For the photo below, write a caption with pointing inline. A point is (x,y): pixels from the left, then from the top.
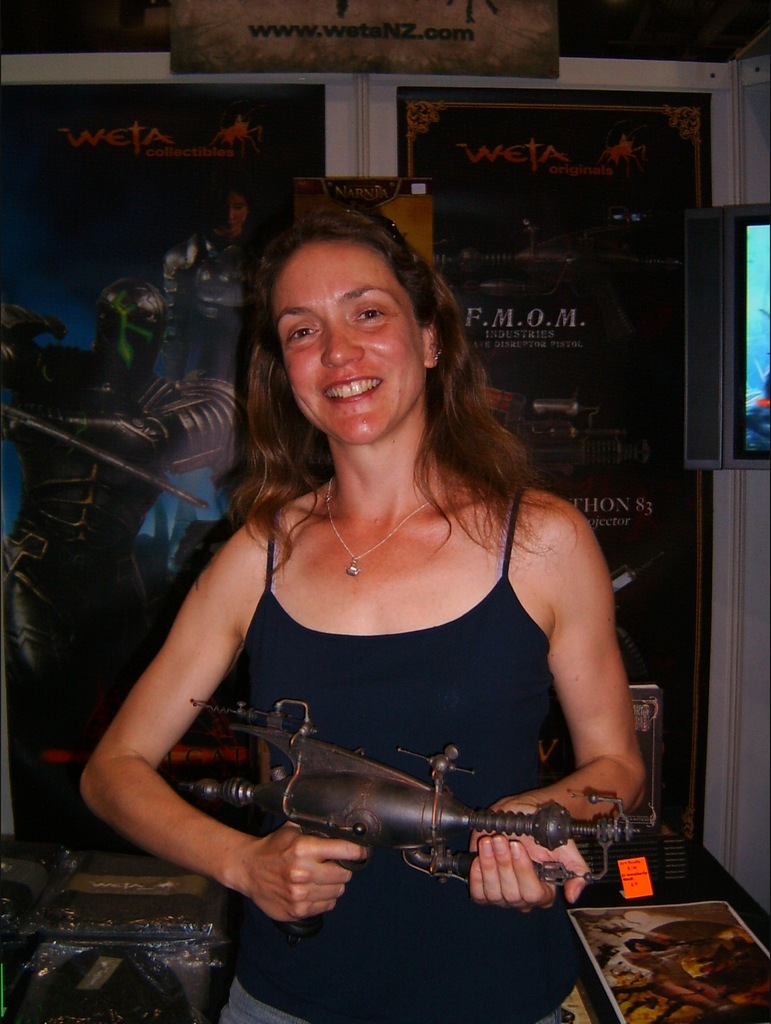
In this image we can see a woman (432,733) is standing, and smiling, she is holding a gun (375,833) in the hand (288,884), at the back (61,650) there is a poster (460,136).
